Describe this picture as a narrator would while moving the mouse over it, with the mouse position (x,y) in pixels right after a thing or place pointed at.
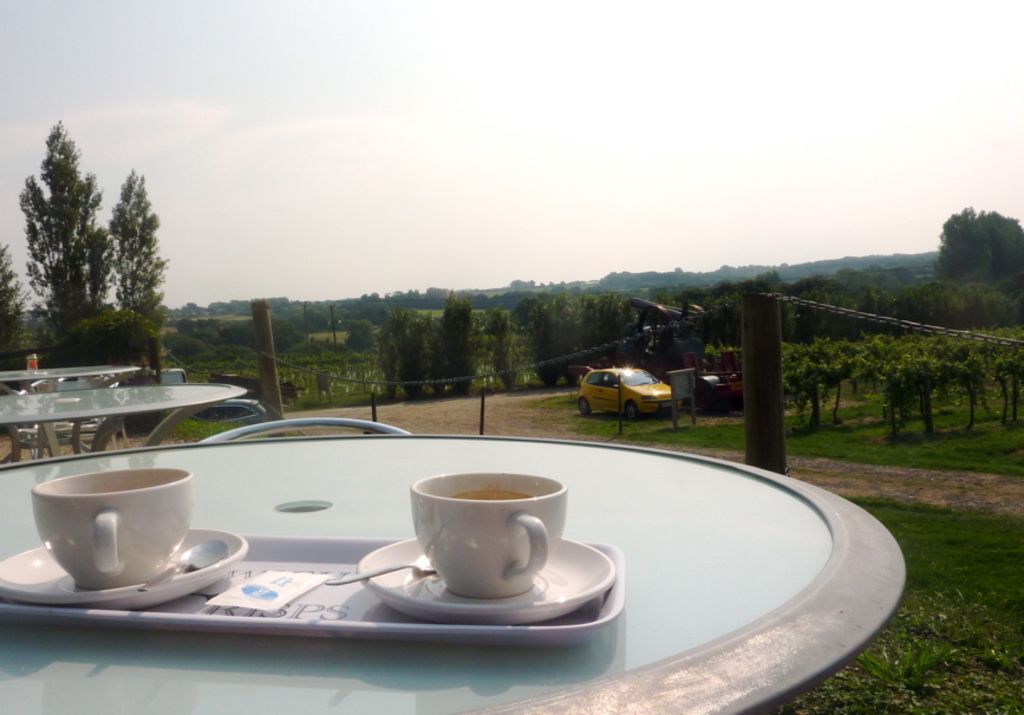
As we can see in the image there is a sky (385,158), trees (547,296) and tables (404,649). On tables (25,505) there are cups (116,522), saucers (232,554), spoons (340,577) and tray (194,601).
